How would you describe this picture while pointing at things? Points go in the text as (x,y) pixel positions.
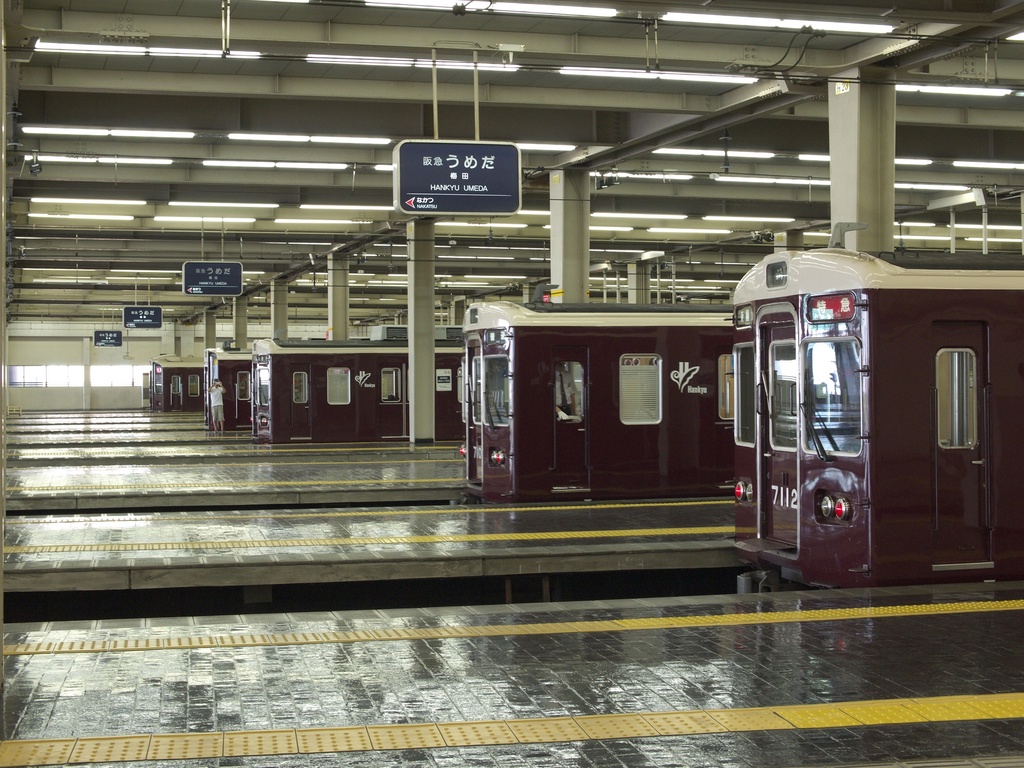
In this image there are trains (625,431). Few boards (499,170) are hanging from the roof (306,81). Lights (603,74) are attached to the roof (50,226). Left side (132,629) there are platforms (108,626). A person (218,409) is standing on the platform (236,439). Few pillars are attached to the roof (603,152).
